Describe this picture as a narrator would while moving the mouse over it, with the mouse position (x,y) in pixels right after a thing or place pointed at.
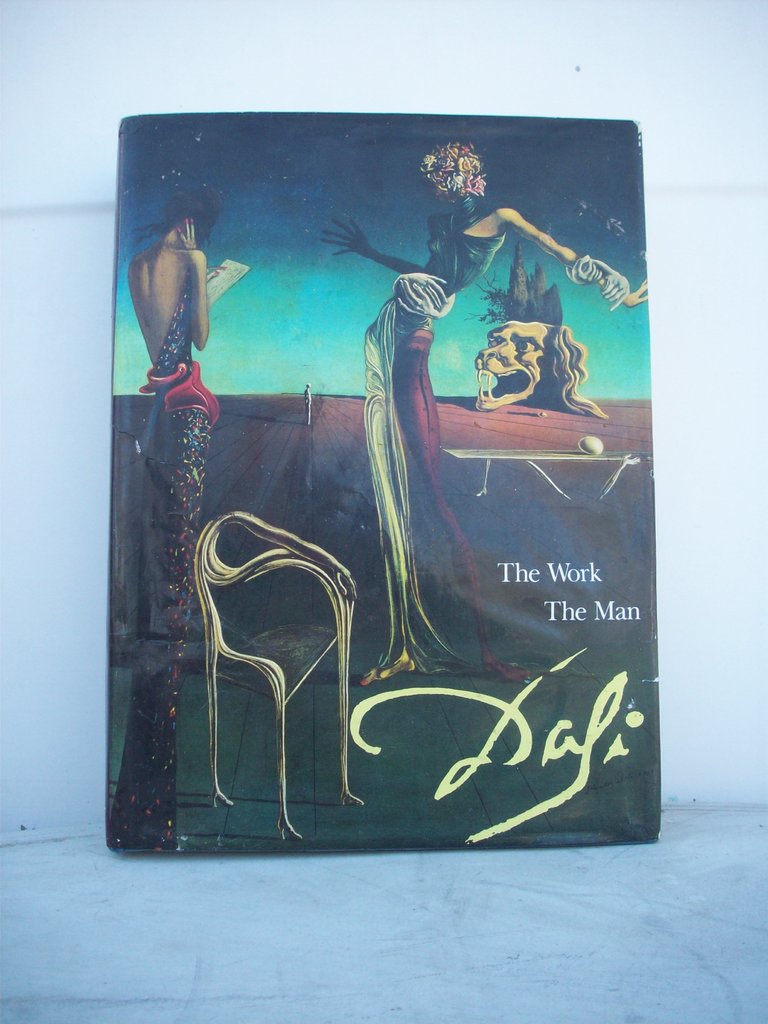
This is an image of an art book (606,129) on that book (466,554) it is written as "The work The Man" and there are some painted pictures (330,425).
